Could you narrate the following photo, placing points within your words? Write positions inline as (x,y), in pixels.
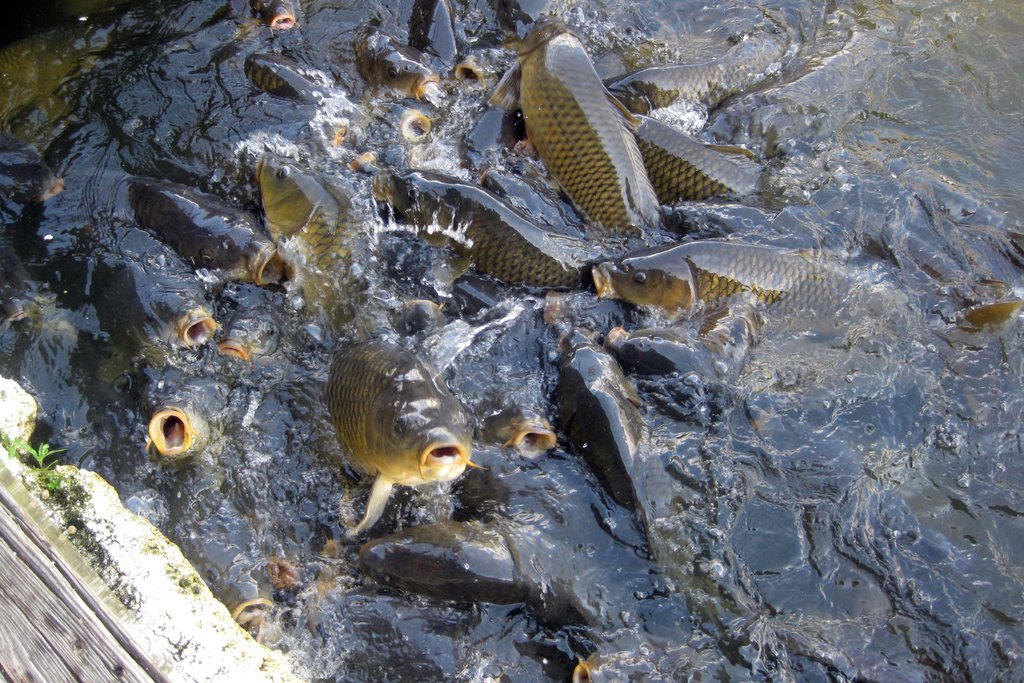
In this picture we can see huge fish (614,376) are present on the water (777,455). In the bottom left corner (161,579) we can see the wall (80,520), plants (51,468) and log (48,605).
